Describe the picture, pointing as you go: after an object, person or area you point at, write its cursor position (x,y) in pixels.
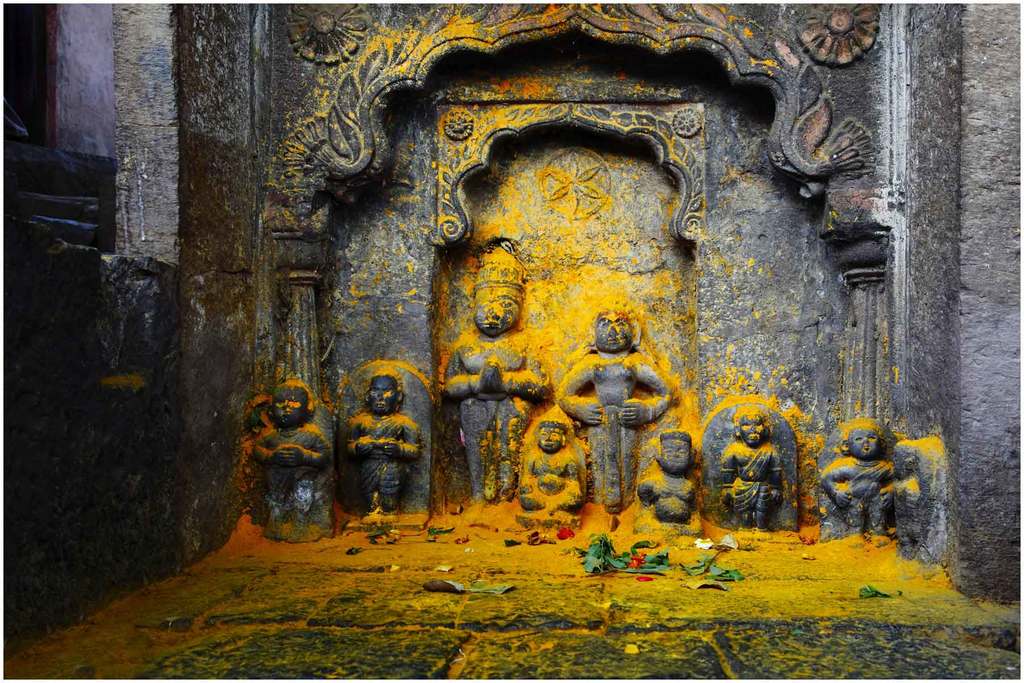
In this image in the center (391,432) there are some sculptures (571,484), and in the background (210,385) there is wall (131,502). And at the bottom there are some leaves (713,568) and some objects (370,540).
